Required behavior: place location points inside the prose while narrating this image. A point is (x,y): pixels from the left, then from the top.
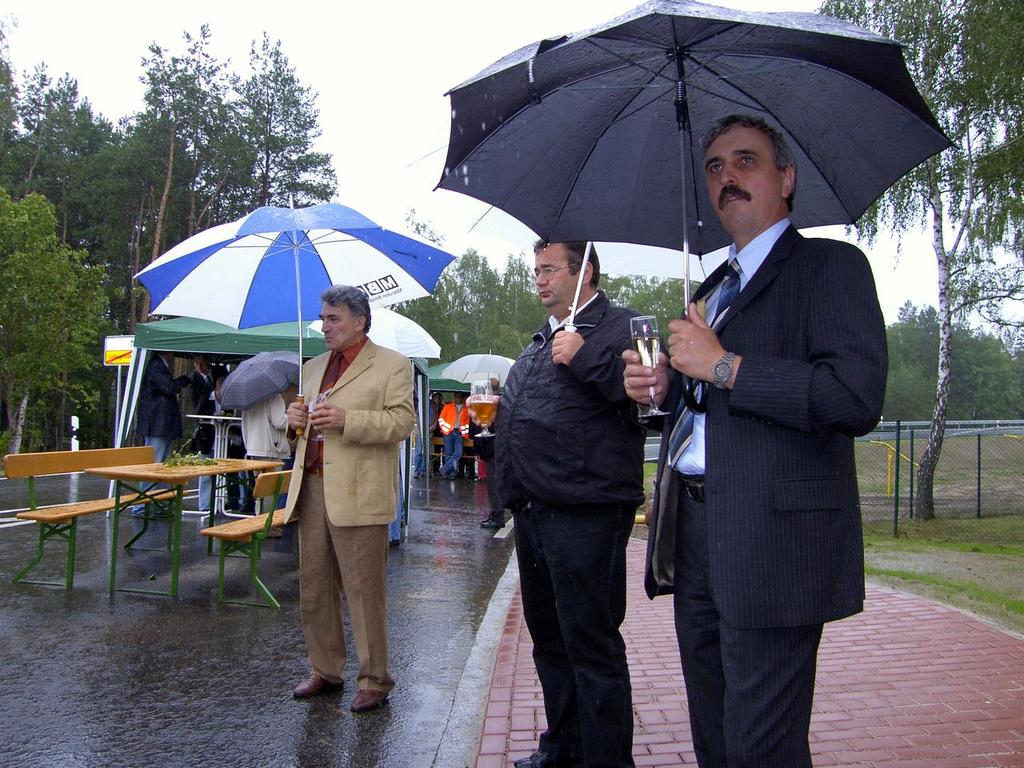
At the top of the picture (373,52) we can see a sky (371,57). This is a road (168,719). At the right side of the picture (955,521) we can see a grass (955,521) and a mesh (944,468). on the background (527,309) we can see few trees (109,205). Here we can see three men (345,560) standing holding umbrellas (700,187) in their hands (701,375) and also glasses (483,407). This is benches (72,467) and table (165,466). Behind to these persons (515,452) we can see few persons (204,369) standing, holding umbrellas (432,354) in their hands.
